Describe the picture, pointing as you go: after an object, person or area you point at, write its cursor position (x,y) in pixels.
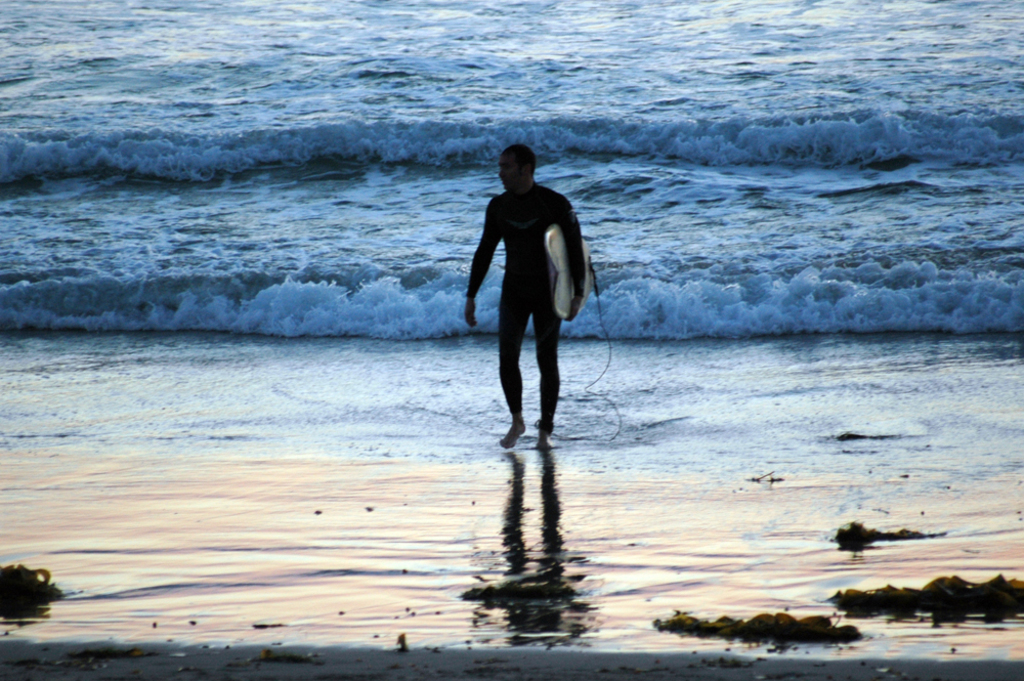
In this picture we can see man (516,234) walking and holding surfboard (583,250) with his hand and in background (501,77) we can see water waves (245,112).
